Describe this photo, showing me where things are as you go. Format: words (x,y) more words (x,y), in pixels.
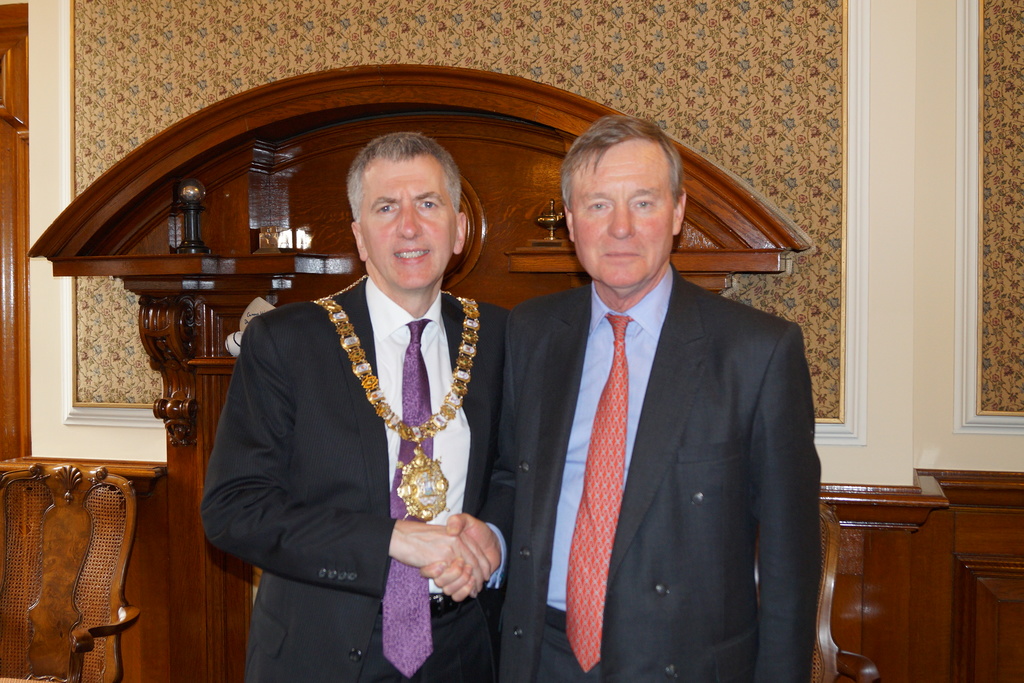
There are two men (458,479). In the background (540,253) we can see a wall (806,168), and cupboard (239,240).
